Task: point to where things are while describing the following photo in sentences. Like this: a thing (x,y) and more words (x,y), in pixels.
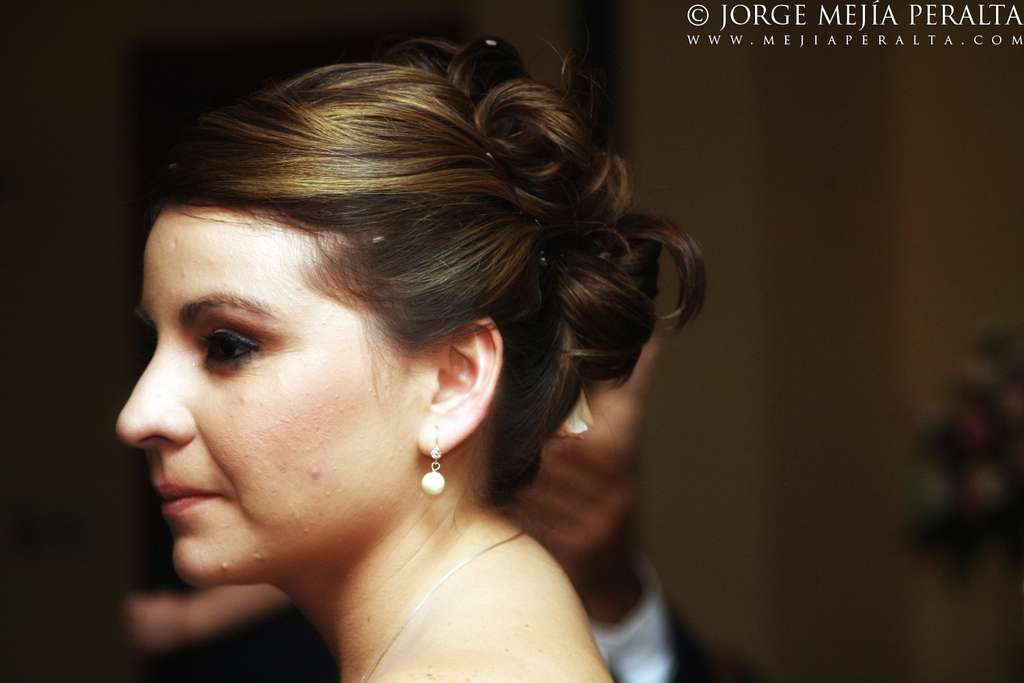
In the picture I can see a woman (176,565) wearing chain (433,586) and earrings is standing here. The background of the image is blurred and dark, where we can see another person (690,648). Here we can see the watermark (965,30) at the top right of the image (821,36).
